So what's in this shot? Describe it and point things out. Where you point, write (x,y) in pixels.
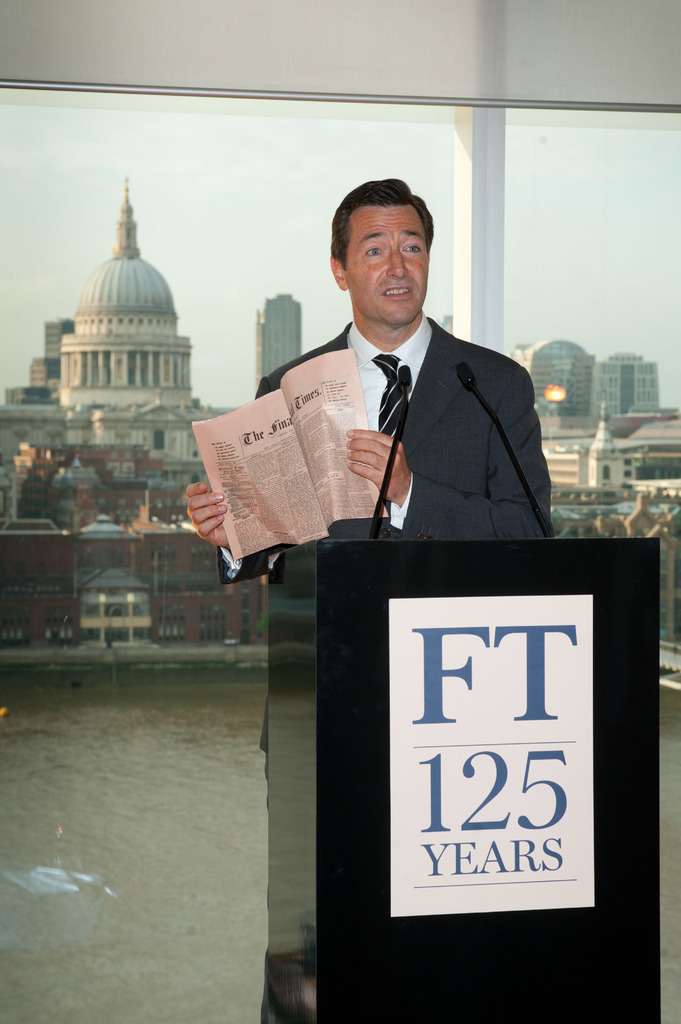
In this image I can see the person (509,403) standing and holding the paper (287,423). In front (357,579) I can see the podium (486,545) and two microphones (403,374). In the background (474,289) I can see the glass wall (592,281), few buildings (149,577), lights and the water (159,828) and the sky (237,167) is in white color.
